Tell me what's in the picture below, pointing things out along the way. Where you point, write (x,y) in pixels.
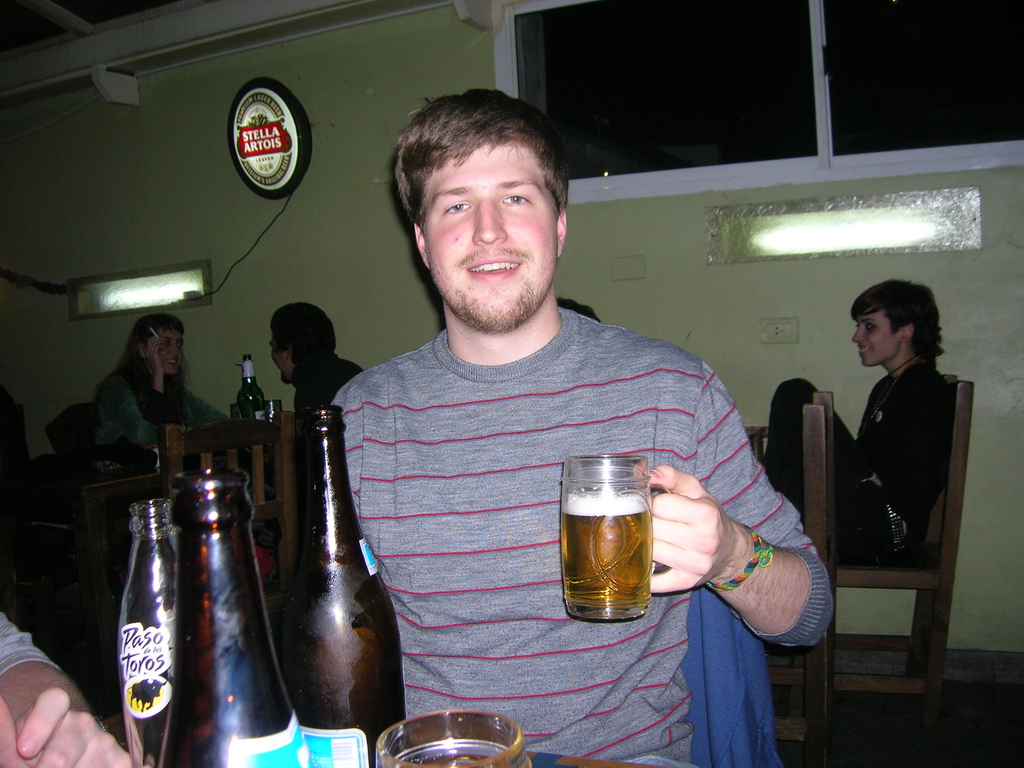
In this image i can see a man (570,349) holding a jar of beer (638,500) in his hand (678,585), and i can see few bottles of beer (306,617). In the background (309,403) i can see few people (807,389) sitting on the chairs (170,451), a wall (284,281), a light (72,305) and a window (682,87).
